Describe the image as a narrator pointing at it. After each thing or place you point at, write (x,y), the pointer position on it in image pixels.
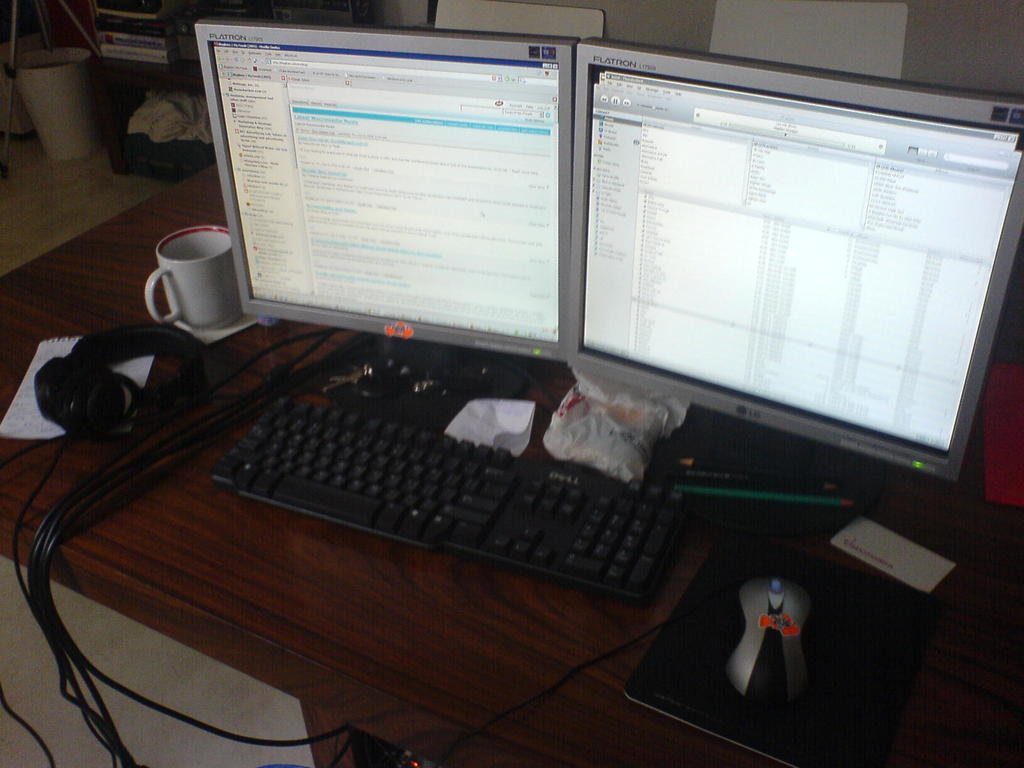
This image is taken inside a room (698,698). In this image there is a table (208,563) and on top of that there is a headset (93,388), cup (186,281), two monitor screens (440,319), keyboard (314,433), mouse pad (837,648), mouse (788,632), paper (41,423) and pen (772,496) on it. In the bottom of the image (35,722) there is a floor (15,678). In the background (425,1) there is a wall (622,33), bookshelf (120,70) with books (113,51) in it.
